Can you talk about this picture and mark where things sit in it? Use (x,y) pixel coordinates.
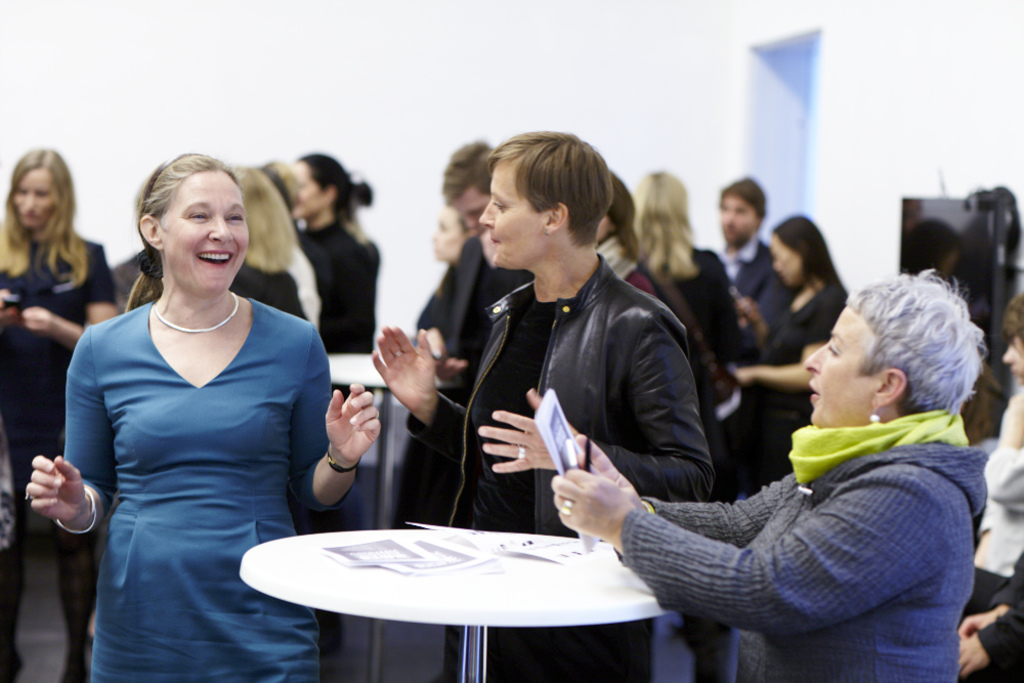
Three women (256,319) are standing at a table (594,565) and talking. There are some papers (552,552) on the table (341,566). There some other people (486,301) at tables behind them.
